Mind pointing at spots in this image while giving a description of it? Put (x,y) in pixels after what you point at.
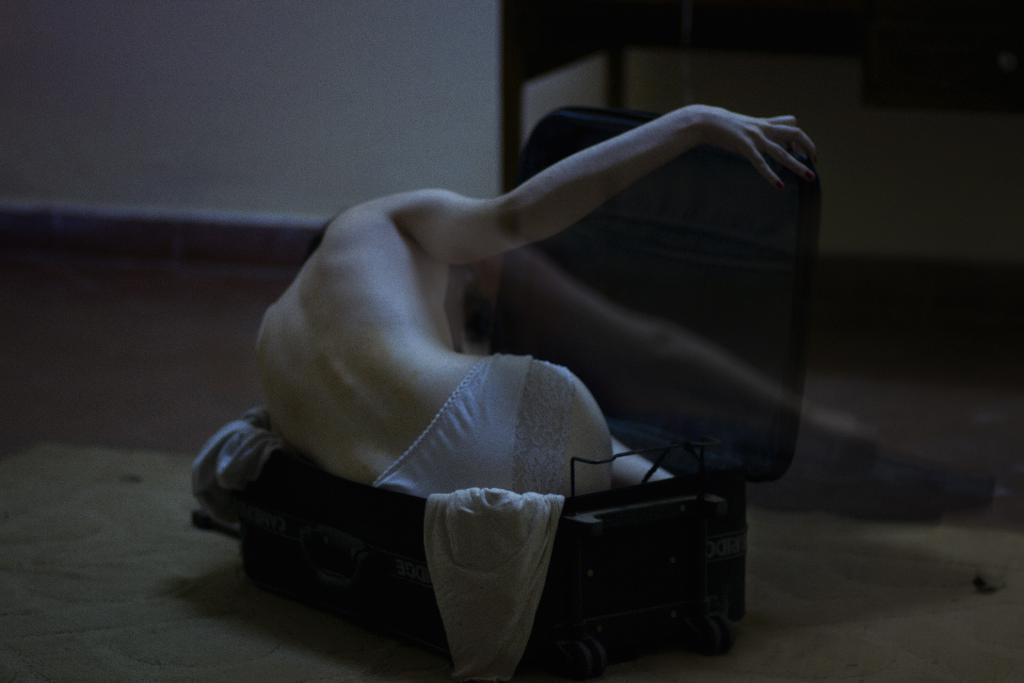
In this image I can see a suitcase (361,536) and in it I can see few clothes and a person (320,357). I can also see this image is little bit in dark and on the top right side of the image (936,98) I can see a table like thing (943,41).
